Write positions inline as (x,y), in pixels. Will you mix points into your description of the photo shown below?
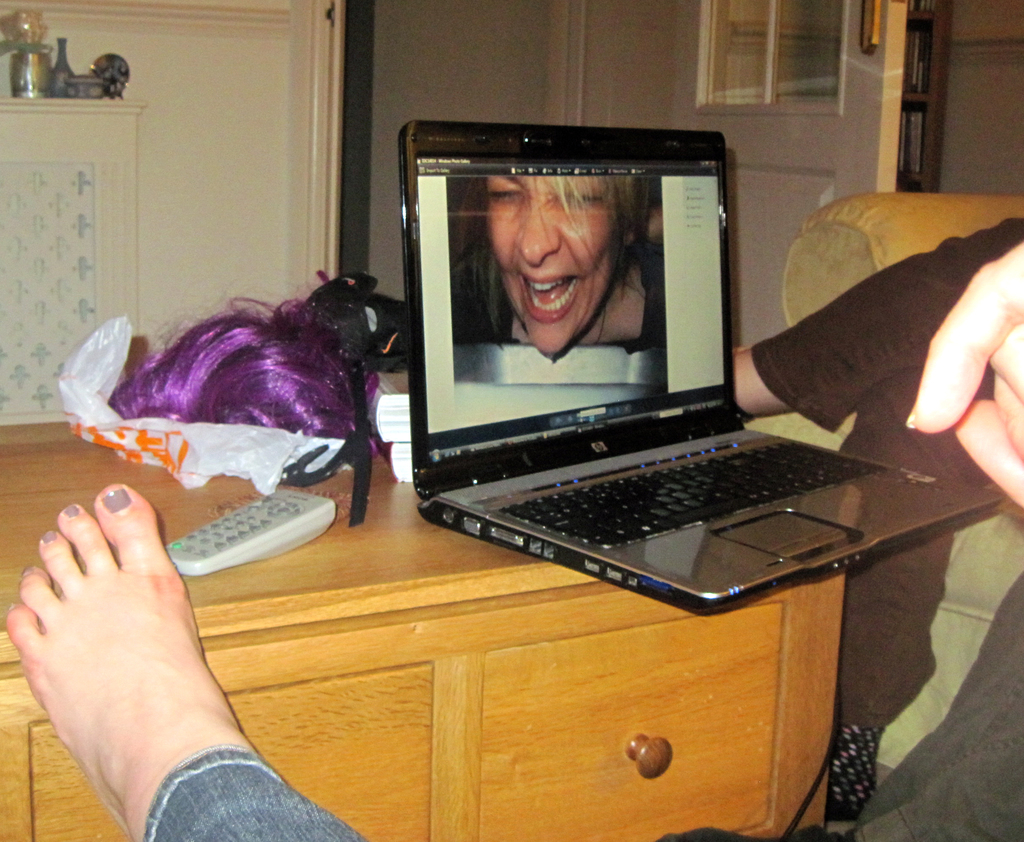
This picture shows a laptop (425,470) on the table (312,552) and a leg (145,817) of a woman (145,817).
